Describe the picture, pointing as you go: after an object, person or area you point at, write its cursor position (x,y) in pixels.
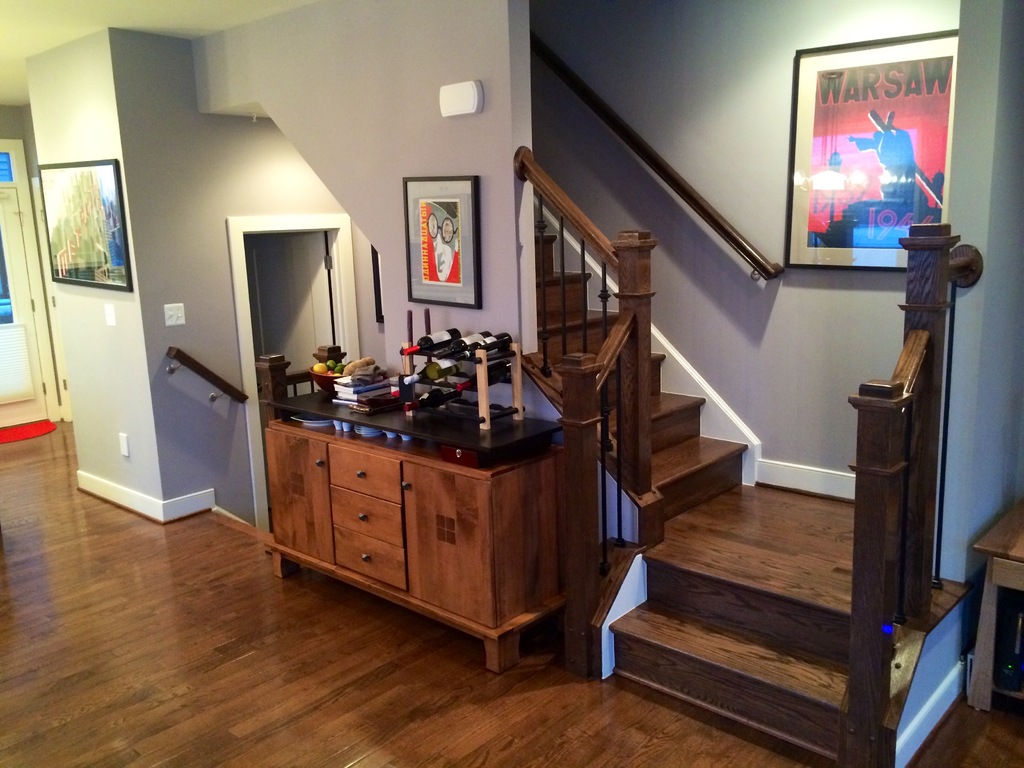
The image is taken inside a house (591,371). There are photo frames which are attached to a wall (500,200). There is a door (17,149). There is a counter table (505,543). There is a mat (32,431) placed on the floor (1,445). There are steps (671,587). On the right side (985,634) there is a table (986,614).
